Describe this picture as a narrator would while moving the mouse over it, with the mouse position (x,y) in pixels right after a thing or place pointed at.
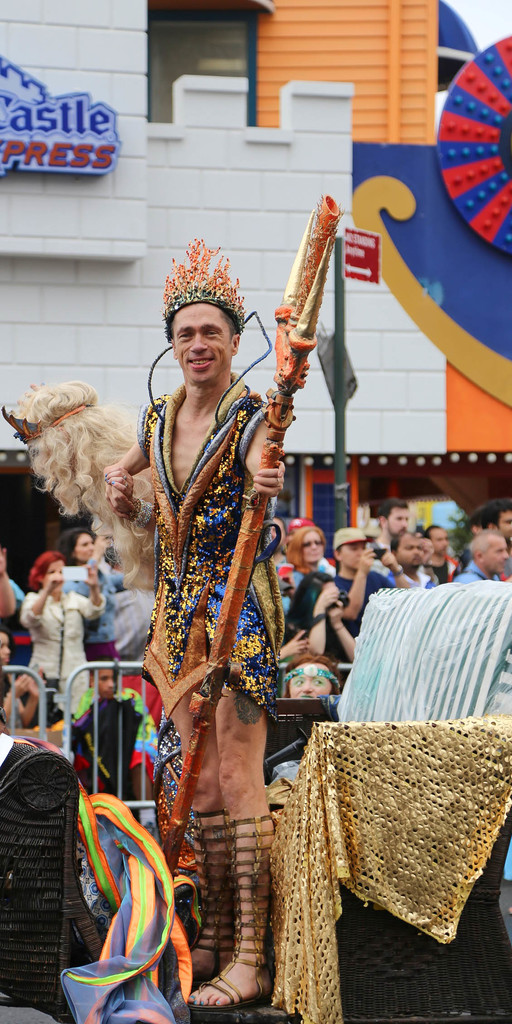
In this picture we can see a man (219,578) standing and holding a stick (248,558) in the front (186,553), he wore costumes (189,543), in the background (415,574) there are some people (436,551) standing, we can see a pole (343,408) and a building (249,147) in the background (220,143), there are some clothes (387,860) at the bottom (468,699), we can see barricades (68,705) in the middle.
